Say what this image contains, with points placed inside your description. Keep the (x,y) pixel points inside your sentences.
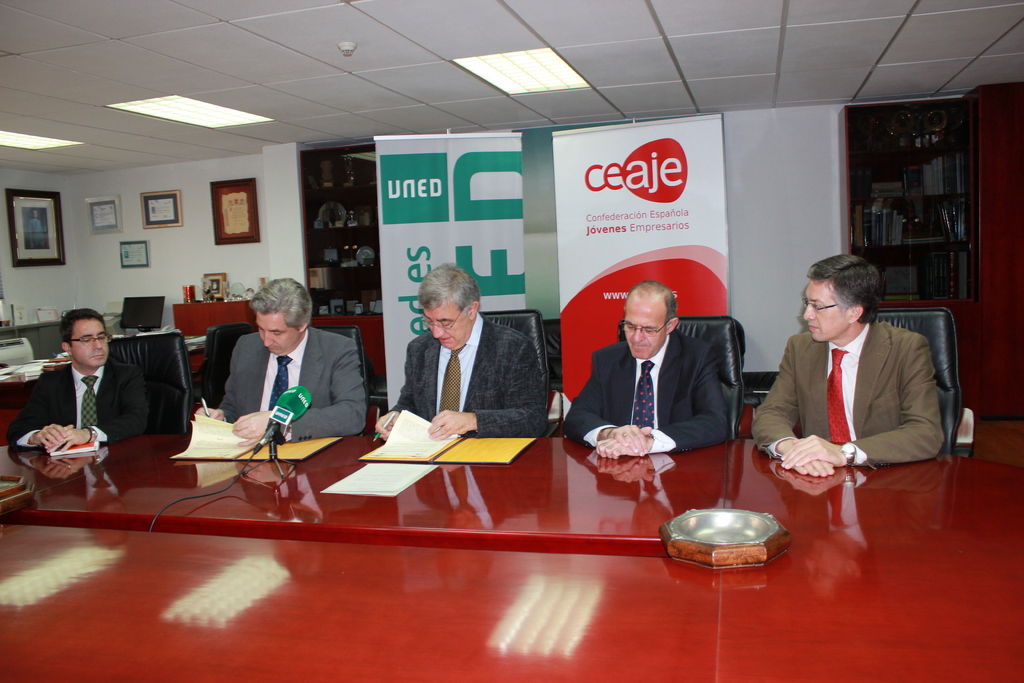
In this picture there are men (433,302) those who are sitting on the chairs (154,430) in the center of the image (423,370) and there is a table (381,540) in front of them, on which there books (516,447) and a mic (292,396) and there are posters (415,197) in the background area of the image (406,187), there are portraits (180,219) on the left side of the image (154,218), on the wall (79,213).
